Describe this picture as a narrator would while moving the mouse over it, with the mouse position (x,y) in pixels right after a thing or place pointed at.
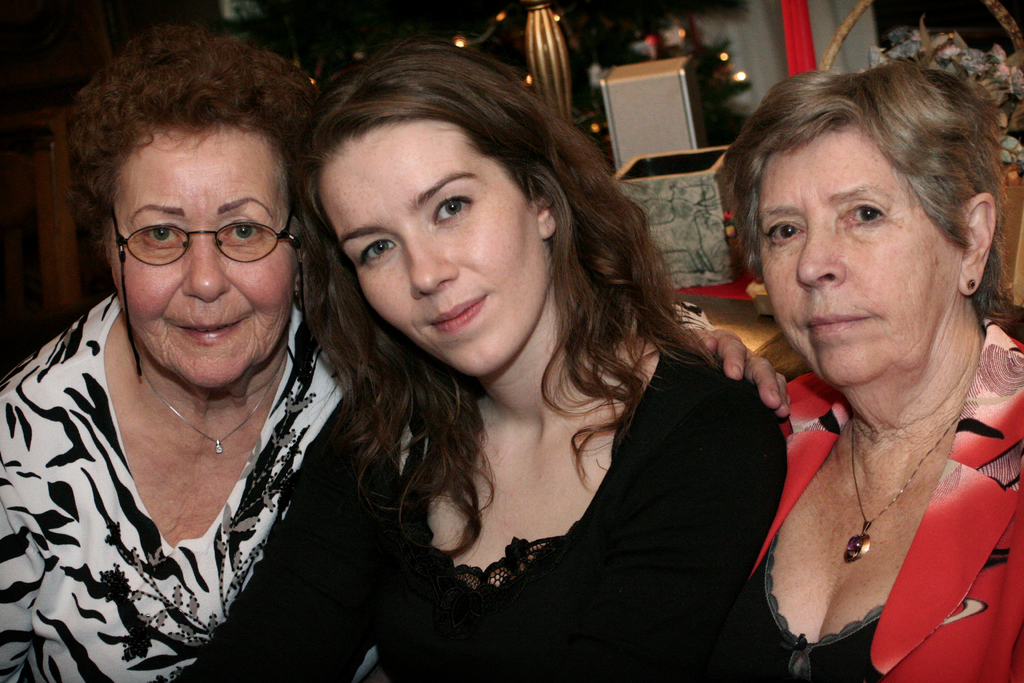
In this image I see 3 women (962,243) and I see that this woman (158,288) is wearing black and white dress (13,406), this woman (353,363) is wearing black dress (701,610) and this woman (860,403) is wearing red, white and black dress (970,419). In the background (726,60) I see the lights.
